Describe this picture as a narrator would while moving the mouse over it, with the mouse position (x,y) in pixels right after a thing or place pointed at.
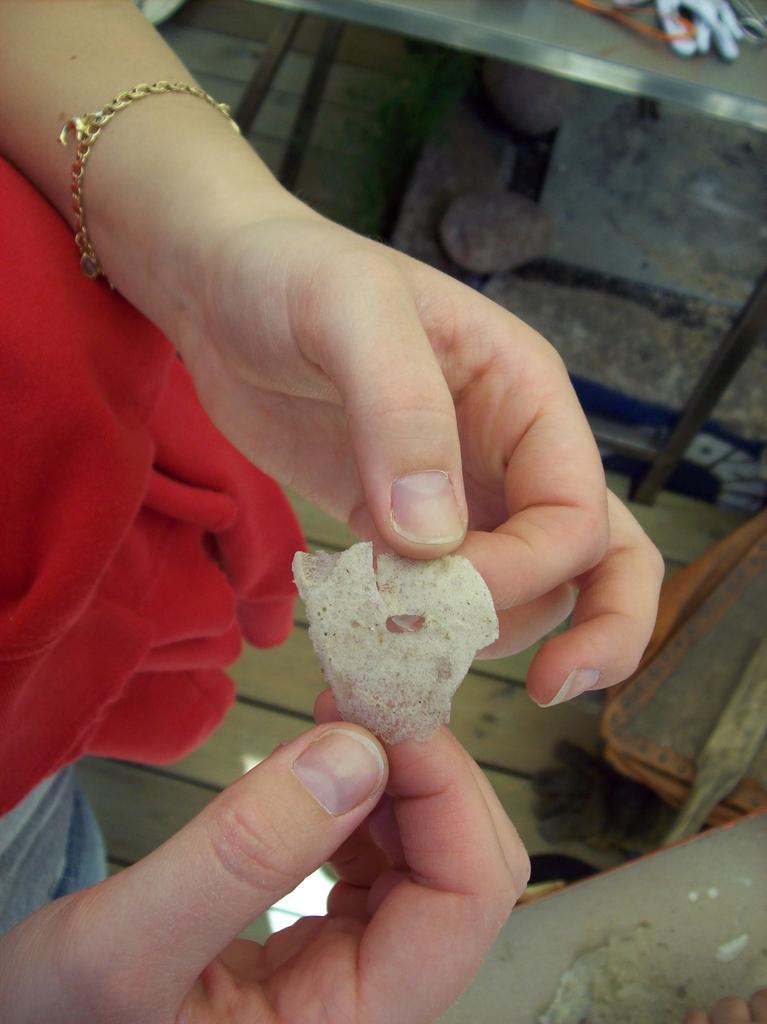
In the picture there is a person (296,400) holding some item (413,656) with the both hands (523,521) and below the hands (587,420) there is wooden floor (592,846) and two tables (684,905).
